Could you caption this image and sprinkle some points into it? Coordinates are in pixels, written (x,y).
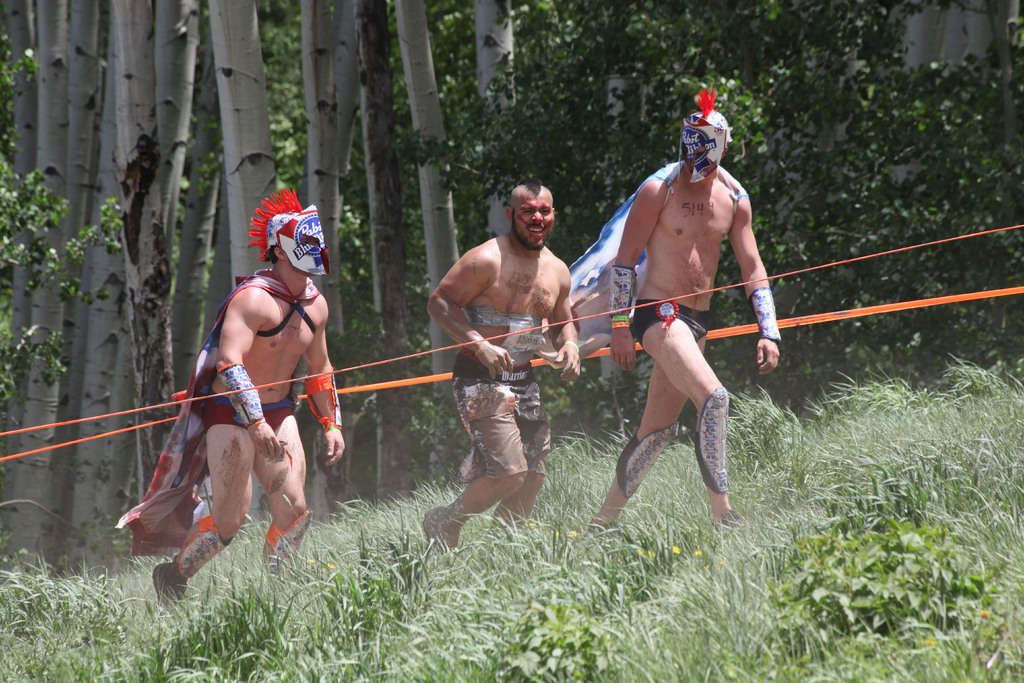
In the foreground of this image (280,452), there are three men (461,469) on the grass (533,529) in between two orange ribbons (823,316). In the background (883,213), there are trees (188,168) and the grass (859,394).
